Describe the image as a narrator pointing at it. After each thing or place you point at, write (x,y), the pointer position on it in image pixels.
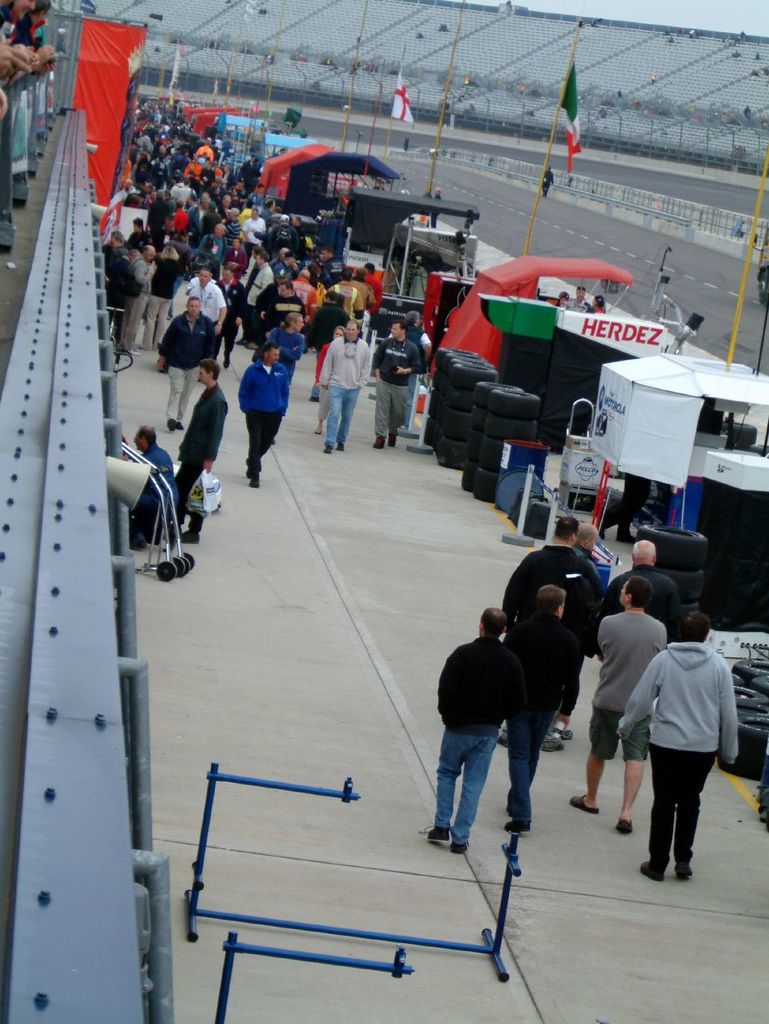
On a floor (160,433) there are some wheels (497,440) of the vehicles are kept beside the stalls (531,276) and behind that there is a lot of crowd (560,668) walking on the platform (307,484), beside the platform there is a road (729,297) and on the platform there are some flags (573,114) are flying on the poles (558,112). In the background (716,18) there is a sky (703,10).
